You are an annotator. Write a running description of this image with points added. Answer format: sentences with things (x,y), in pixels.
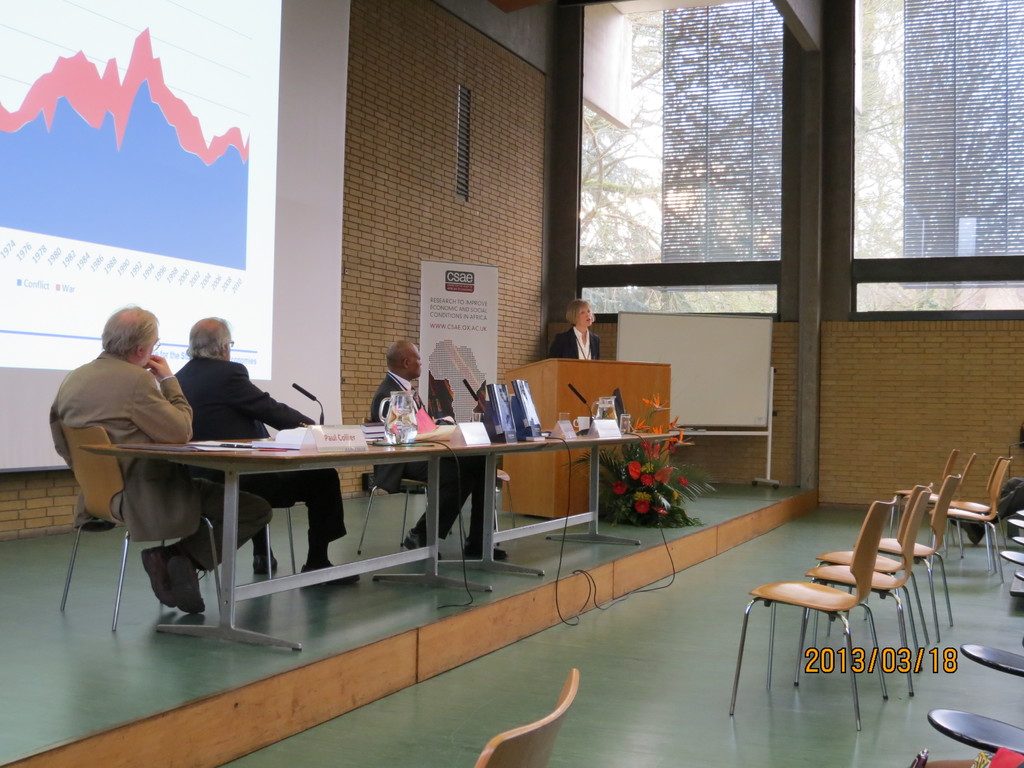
As we can see in the image there is a brick wall (423,197), window (737,155), screen (116,159), few people (81,394) sitting on chairs (89,426) and there is a table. On table (327,453) there are mugs (610,401), books (485,412) and posters (467,433).
